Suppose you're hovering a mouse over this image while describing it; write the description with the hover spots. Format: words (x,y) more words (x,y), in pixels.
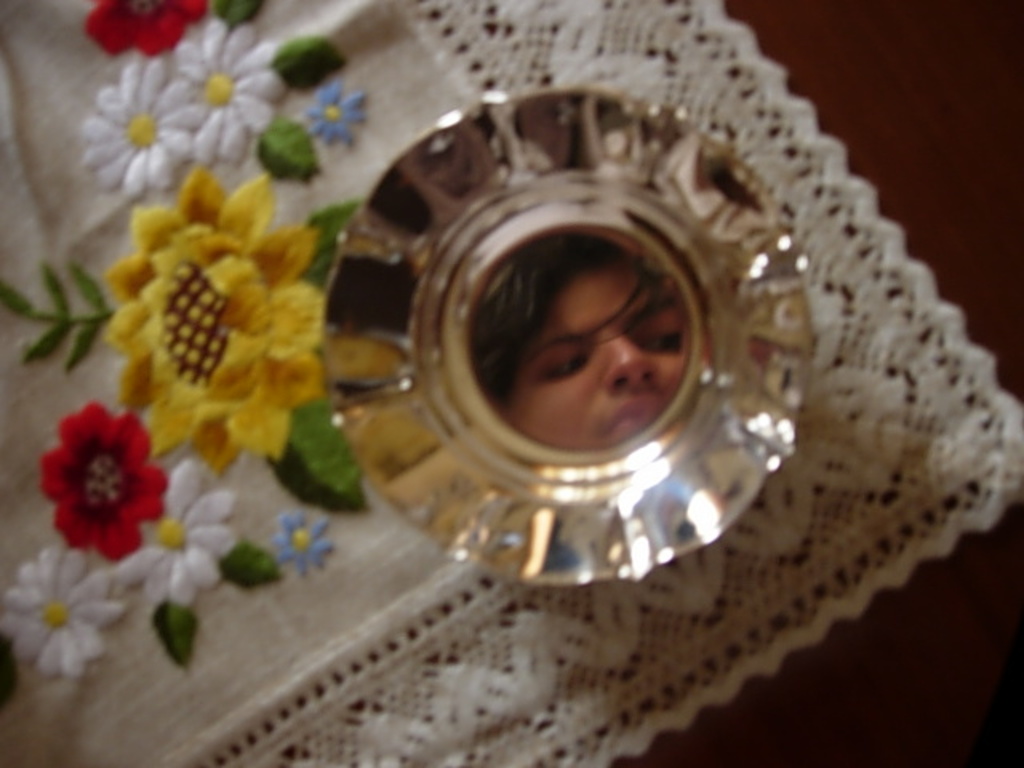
In this image we can see a bowl (692,407). In the bowl (563,333) we can see face (583,333) of a person (610,376). And the bowl (615,353) is on a mat (242,242). On the mat (130,491) there are designs (149,257) of flowers (267,355) and leaves (254,552). And the mat (646,685) is on a surface (818,700).
